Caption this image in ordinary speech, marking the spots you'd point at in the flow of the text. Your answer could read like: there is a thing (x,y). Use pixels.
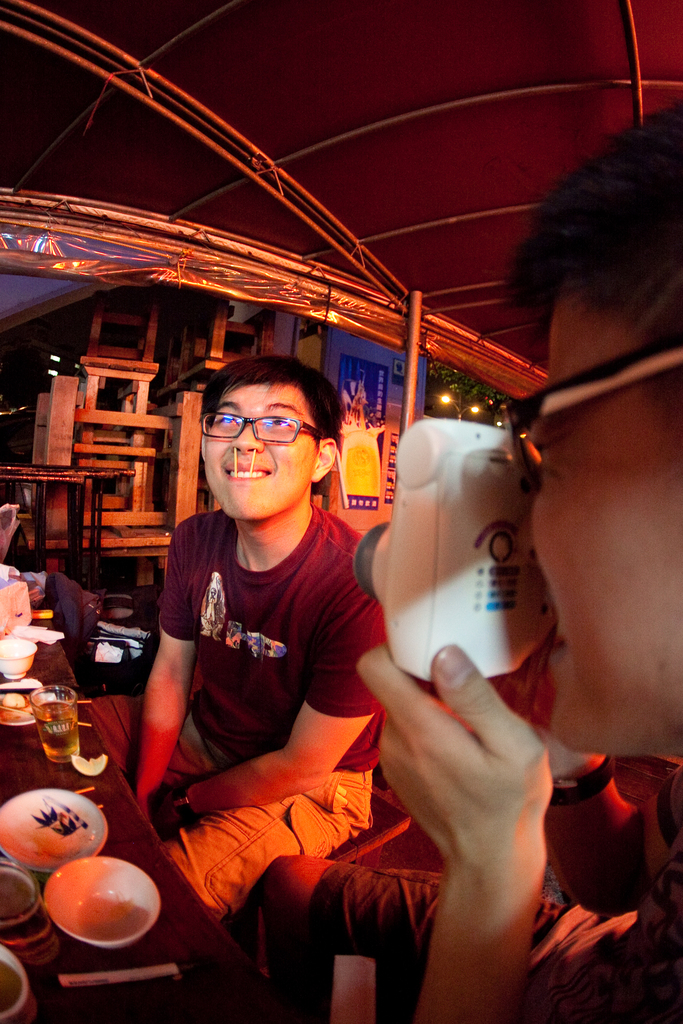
In this image there are two persons (461,893) sitting, there is a person (573,520) truncated towards the right of the image (610,594), there is a person (617,392) taking a photo, there is a table (30,736) truncated towards the left of the image (79,761), there are objects (55,791) on the table (21,750), there are objects (17,596) truncated towards the left of the image (11,611), there is the roof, there are lights (472,407), there is a photo frame (351,413) on the wall (370,355), there are objects (110,652) on the ground (104,593).
